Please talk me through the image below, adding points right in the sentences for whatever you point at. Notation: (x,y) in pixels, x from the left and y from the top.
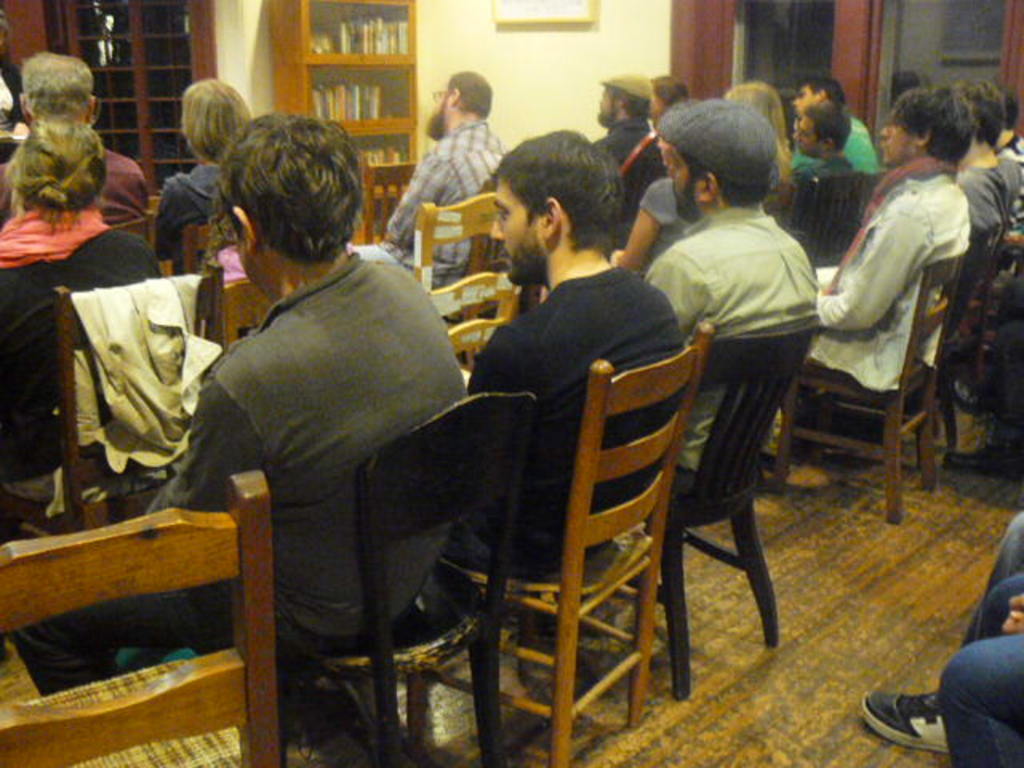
On the background (549,68) we can see frame (537,12) over a wall (572,46). This is a door (742,52). Here we can see books (372,48) arranged in a cupboard (380,143). We can see all the persons (342,224) sitting on chairs (600,363). This is a floor (881,610).
